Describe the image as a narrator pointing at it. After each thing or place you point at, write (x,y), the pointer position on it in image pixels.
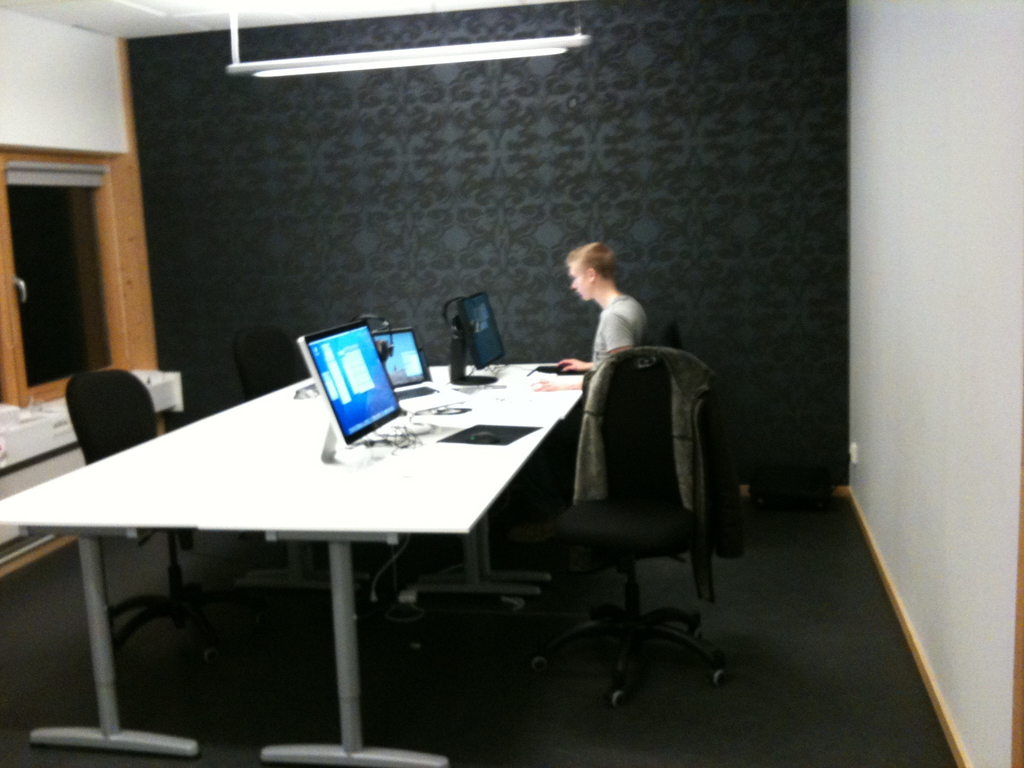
In this image we can see this person (598,266) is sitting on the chair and here we can see monitors (486,364), laptop (406,380), mouse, touchpad (513,433) and wires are kept on the table (308,471). Here we can see a few more chairs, black color wall (417,151) and the glass windows (24,348) in the background (164,272).
